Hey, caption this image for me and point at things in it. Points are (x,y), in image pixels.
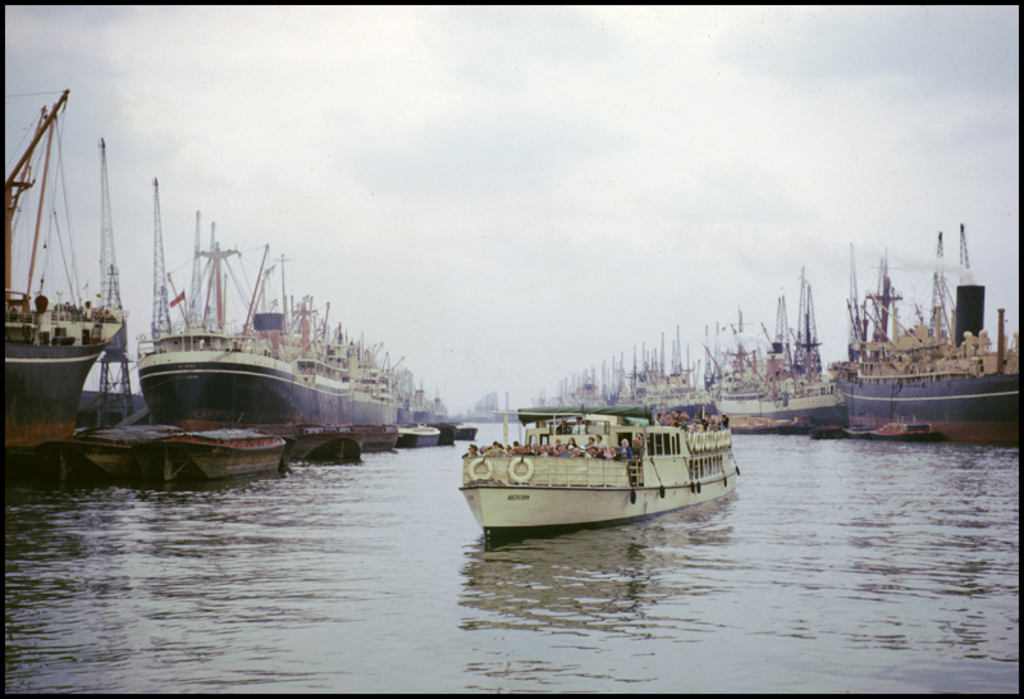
The image we can see there are ships (332,400) standing on the water (475,556) in a row on the two sides and in the middle (598,444) there is a ship (517,500) in which people (622,442) are sitting in it.
